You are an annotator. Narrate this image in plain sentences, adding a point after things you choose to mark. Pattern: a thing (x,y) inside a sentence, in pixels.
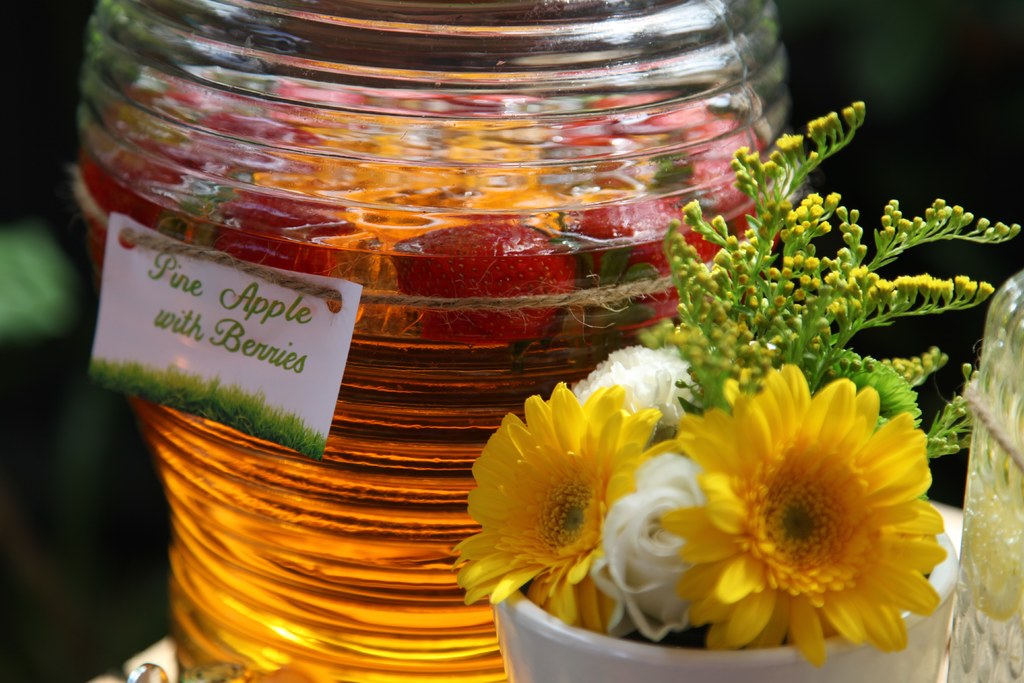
In this image I can see few yellow and white color flowers (783,530) in the white pot (902,660). I can see few strawberry (503,266) in the glass jar (551,208). Background (875,159) is in black color.
